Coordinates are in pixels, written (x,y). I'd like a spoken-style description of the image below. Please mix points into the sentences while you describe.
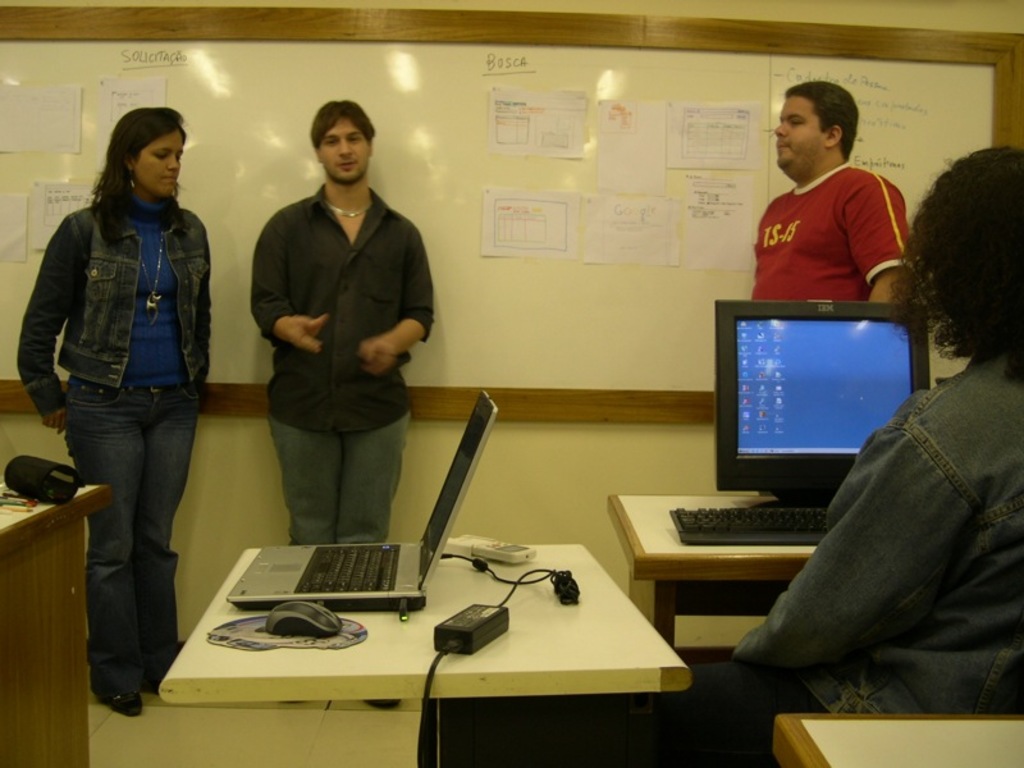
In this image, few peoples (310,378) are stand near the white board (502,320). Right side (920,657), human (936,525) is sat in-front of monitor (787,422) and keyboard (771,534). There is a wooden tables (651,568) in the image. Few items (474,647) are placed on it.
